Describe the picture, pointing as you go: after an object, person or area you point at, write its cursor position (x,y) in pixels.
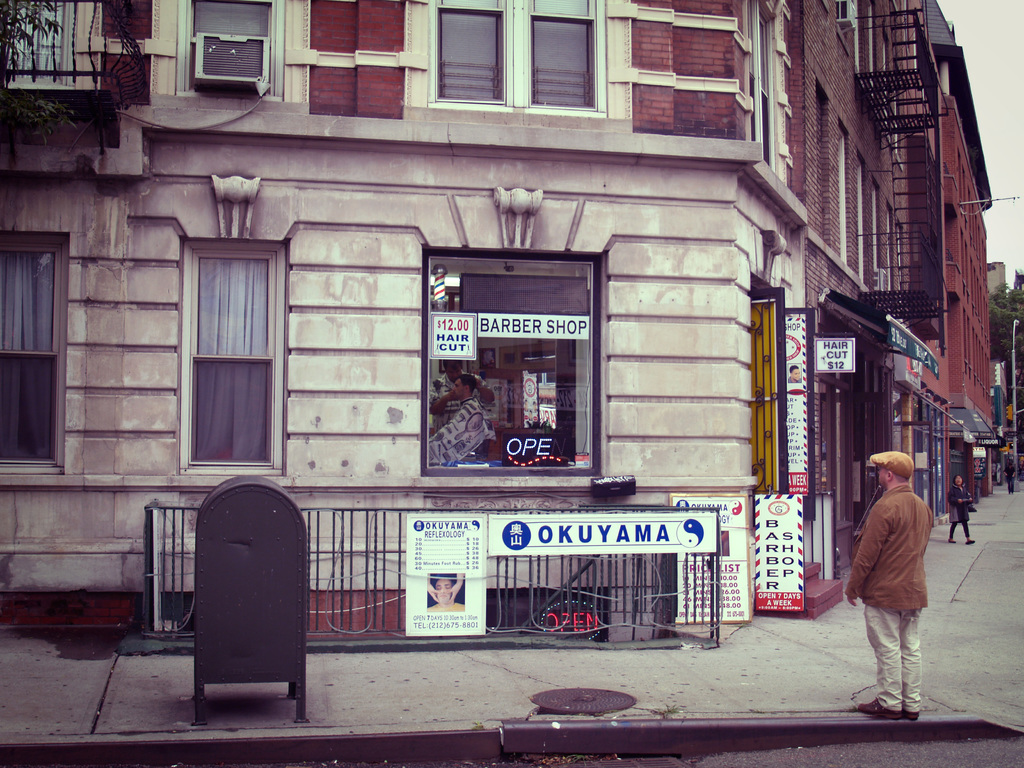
In this picture I can see buildings (754,340) and I can see trees (1005,347) and a man (905,641) standing on the sidewalk (939,673) and I can see another woman (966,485) walking and I can see few boards (796,525) with some text (790,573) and I can see cloudy sky (990,131).
